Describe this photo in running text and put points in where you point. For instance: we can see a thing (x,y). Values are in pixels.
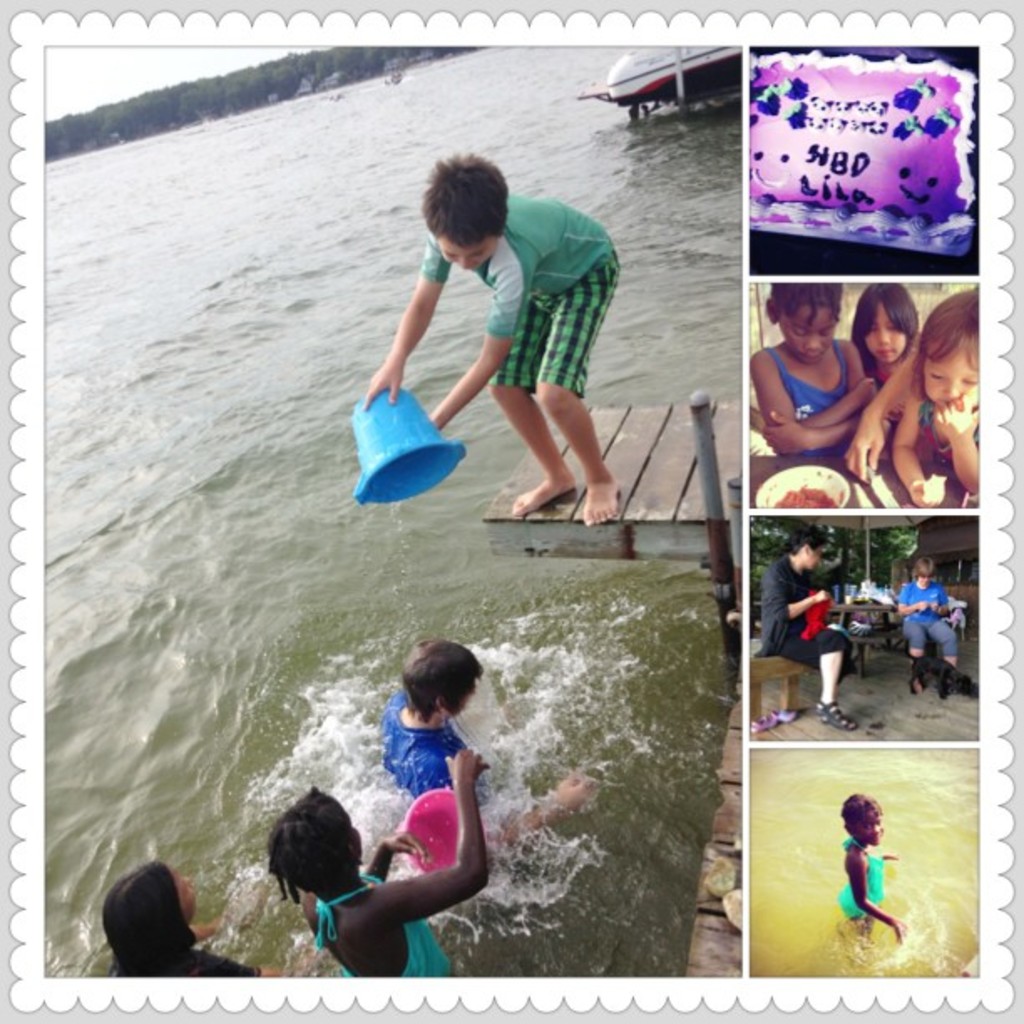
In this image we can see a collage, in first picture one boy (479,330) is standing on the wooden pathway (633,497) throwing water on the other person (421,684) and background (185,281) completely water (241,436) is present and three children (450,695) are swimming in it. Second image cake (822,155) is there. In the third image three children (893,361) are standing, in front of them one table (777,459) and bowl (801,480) is present. In the fourth image two person (934,624) are sitting and doing work. In the fifth image one girl (862,855) is swimming.
